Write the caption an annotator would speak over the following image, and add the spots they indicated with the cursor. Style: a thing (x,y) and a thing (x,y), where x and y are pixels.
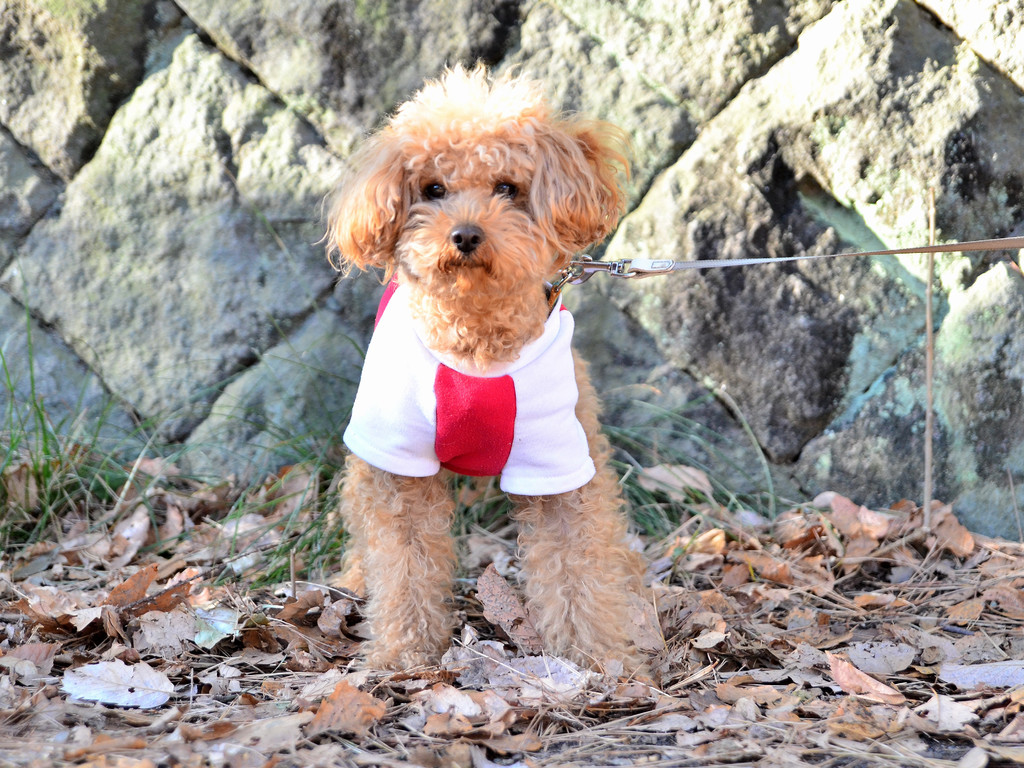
In this picture there is a dog (528,287) which is in brown color is wearing a white and red color cloth (513,412) and there is a belt (741,260) attached to it and there is a wall (340,134) behind it.
